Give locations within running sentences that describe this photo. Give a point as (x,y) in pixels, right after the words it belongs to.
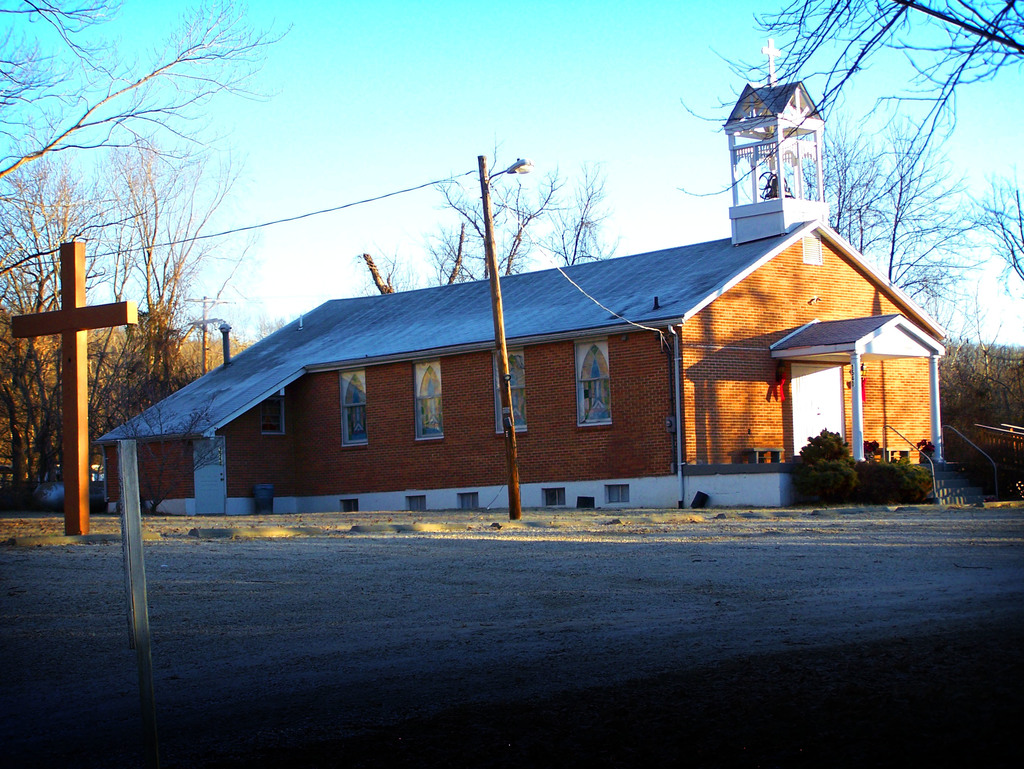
In this image we can see the church (672,352) and on the left side of the image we can see the cross (66,470). There is a road (508,532) and to the side, we can see a street light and we can see some plants (810,490) and trees (70,218) and at the top (558,147) we can see the sky (623,165).
